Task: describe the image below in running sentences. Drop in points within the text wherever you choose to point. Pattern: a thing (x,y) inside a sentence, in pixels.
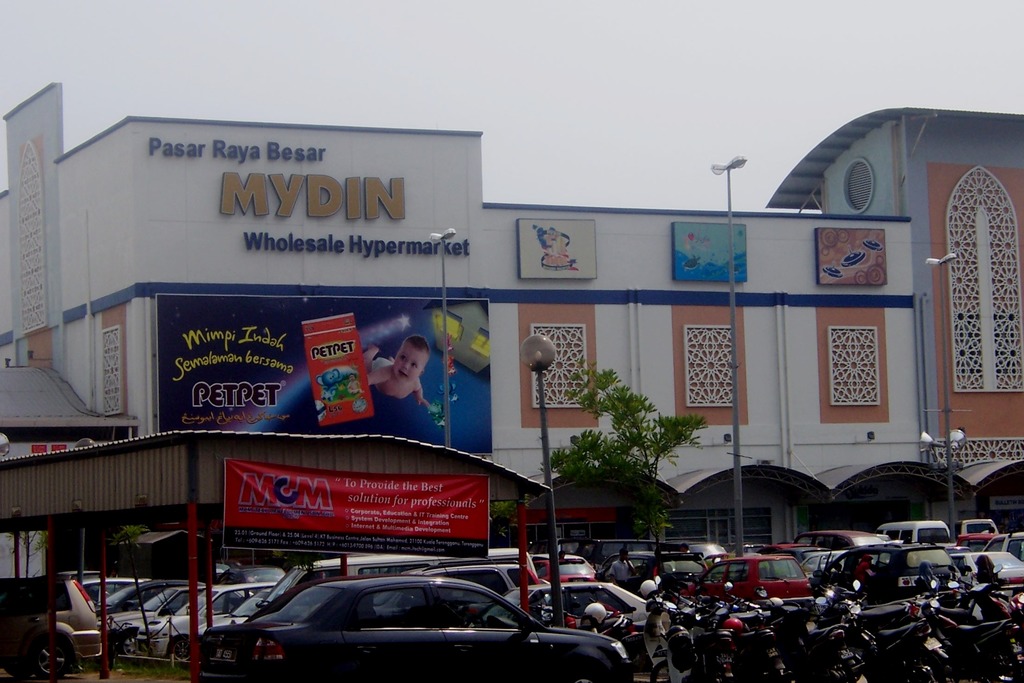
In this image there is a building (502,335) in middle of this image (456,292). There are some cars (535,593) and bikes (772,627) are parked at bottom of this image (538,638). There is a shelter (190,511) at bottom left corner of this image (95,522). There are some poles (736,505) at middle of this image (443,277) and there is a sky (557,89) at top of this image (579,65).
